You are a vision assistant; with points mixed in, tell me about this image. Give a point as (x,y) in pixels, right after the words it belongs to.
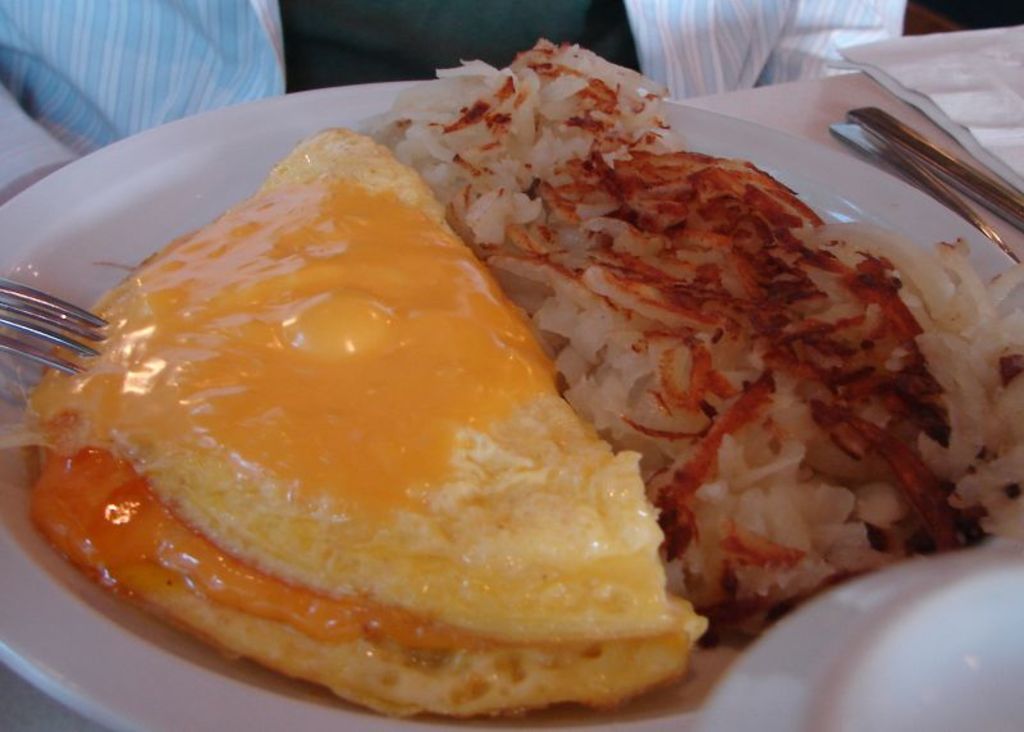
In the center of the image (649,299) there is a plate (39,597) with food item (1022,388) in it. There are fork spoons (871,141).
